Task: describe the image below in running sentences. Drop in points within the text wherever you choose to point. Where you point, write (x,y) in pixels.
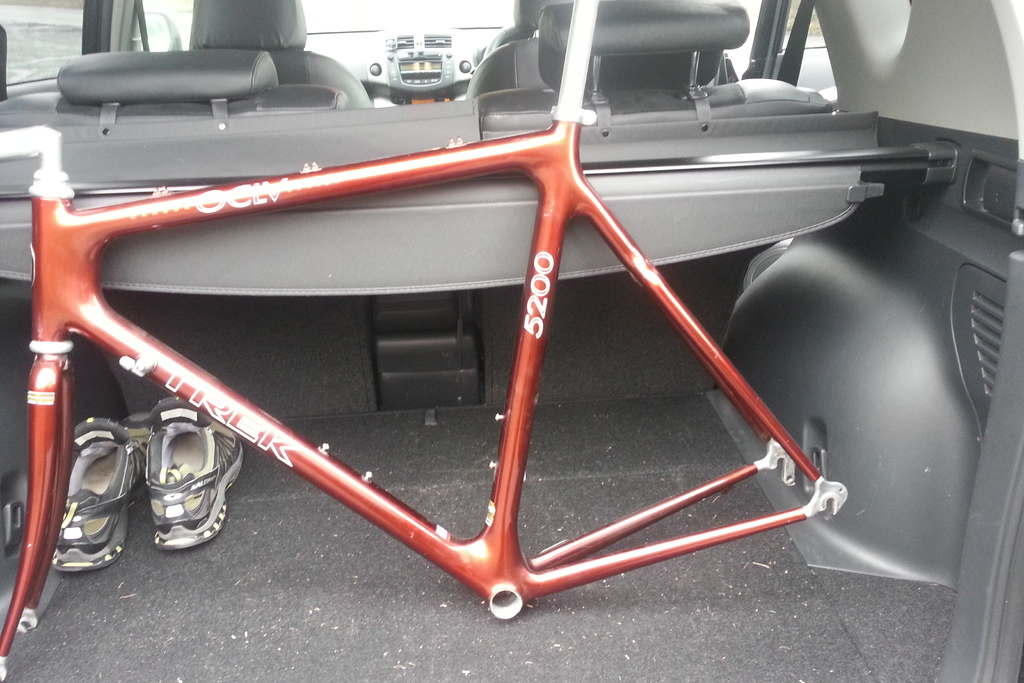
In this image we can see the inner view of a vehicle (641,318) and we can see there is a part of a bicycle (503,554) and a pair of shoes (112,529).
